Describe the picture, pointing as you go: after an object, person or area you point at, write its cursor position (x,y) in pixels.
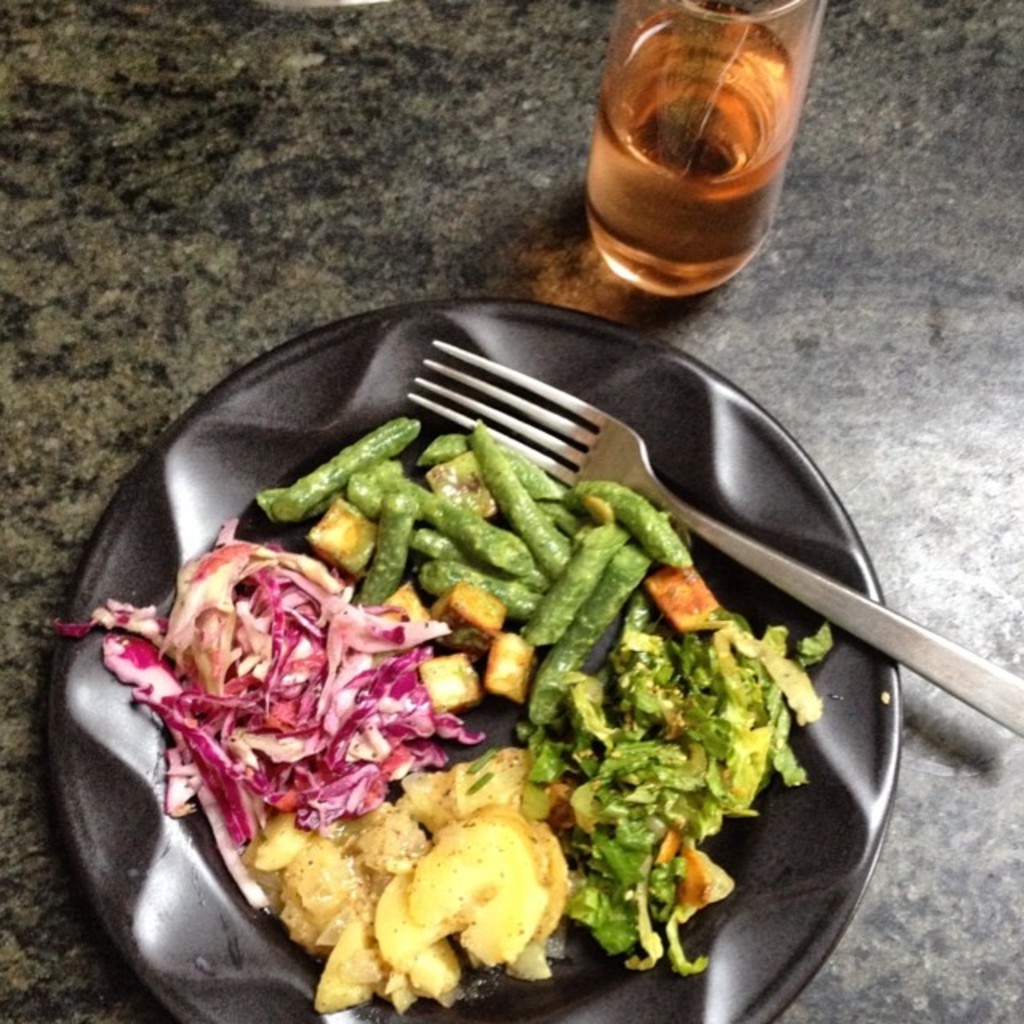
In this image I can see the plate (275,527) with food (424,802). The food (436,760) is in pink, cream and green color and the plate (213,962) is in black color. I can see the fork (549,471) in the plate (523,440). To the side I can see the glass (651,271). These are on the surface (192,306).
